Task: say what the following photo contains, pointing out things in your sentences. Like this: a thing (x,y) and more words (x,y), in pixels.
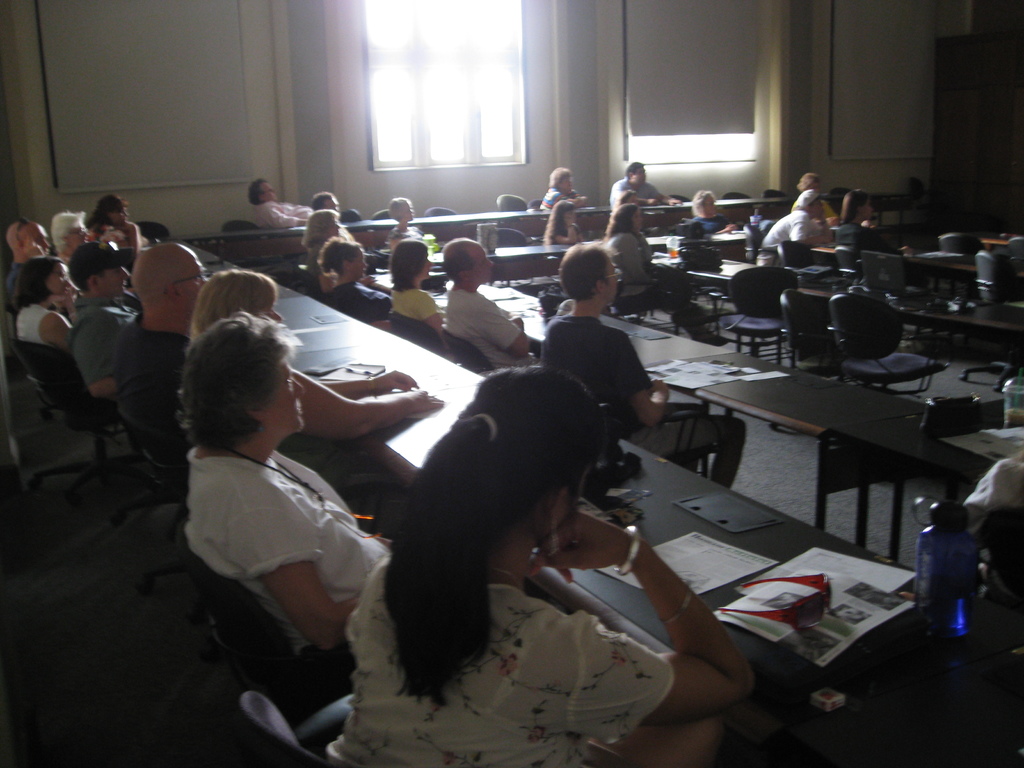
This is a classroom picture. Here we can see windows (416,140) and whiteboard (183,121). We can see all the persons (795,237) sitting on chairs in front of a table (911,648) and on the table (907,662) we can see bottles (922,597), papers (725,554). This is a floor (756,478).
